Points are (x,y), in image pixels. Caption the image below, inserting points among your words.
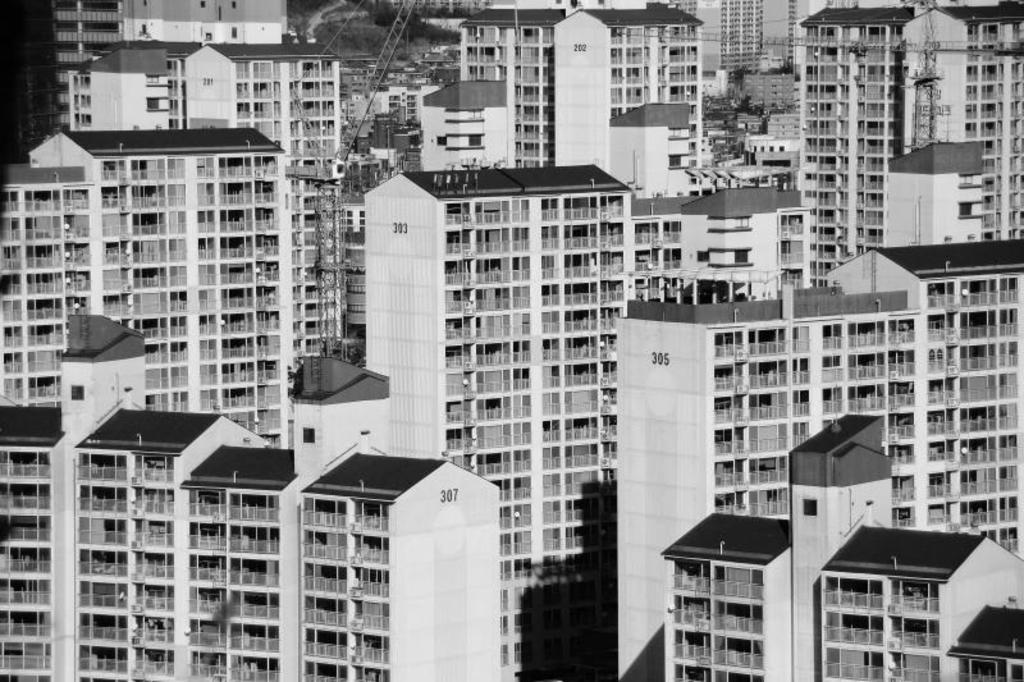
This picture consists of skyscrapers (425,489) in the image, it seems to be an urban area (484,206).
